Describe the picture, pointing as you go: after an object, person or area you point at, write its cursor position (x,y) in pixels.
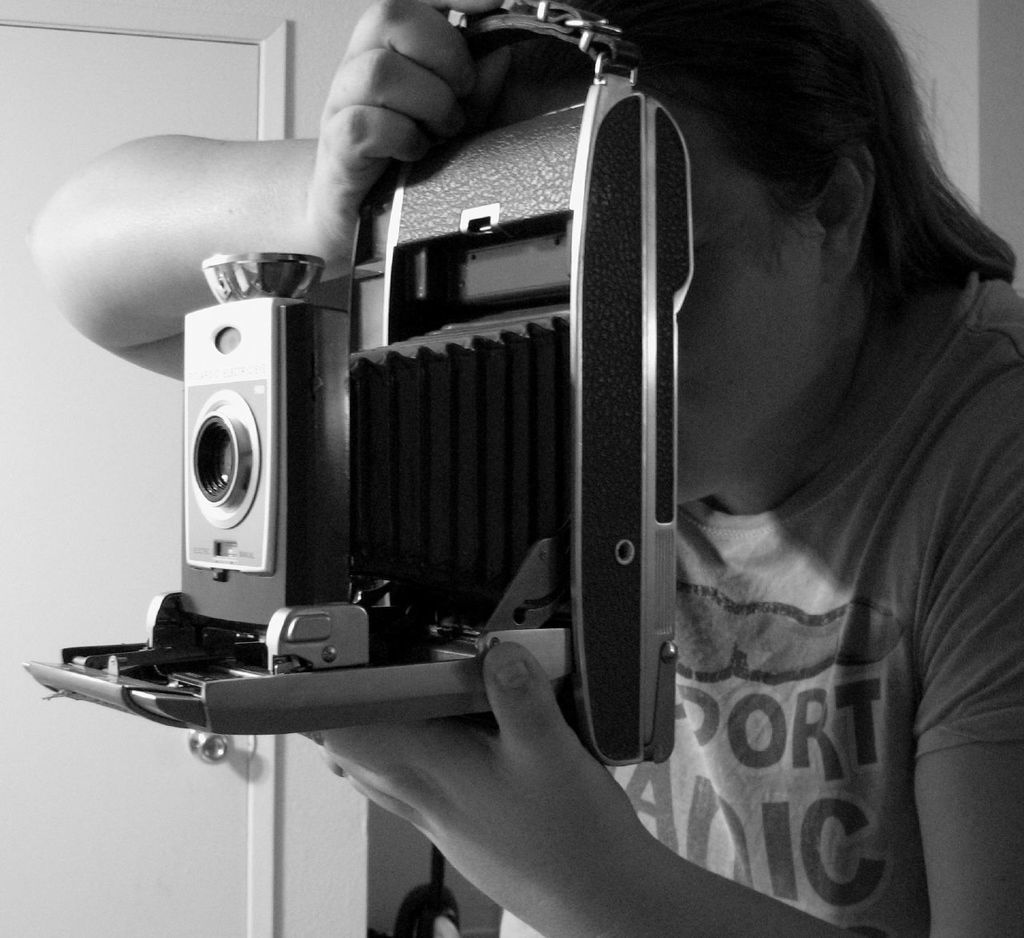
In this image I can see a person (736,273) is holding a camera (596,728) in hand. In the background (219,22) I can see a door (124,106) and wall (242,5). This image is taken in a room (34,416).
